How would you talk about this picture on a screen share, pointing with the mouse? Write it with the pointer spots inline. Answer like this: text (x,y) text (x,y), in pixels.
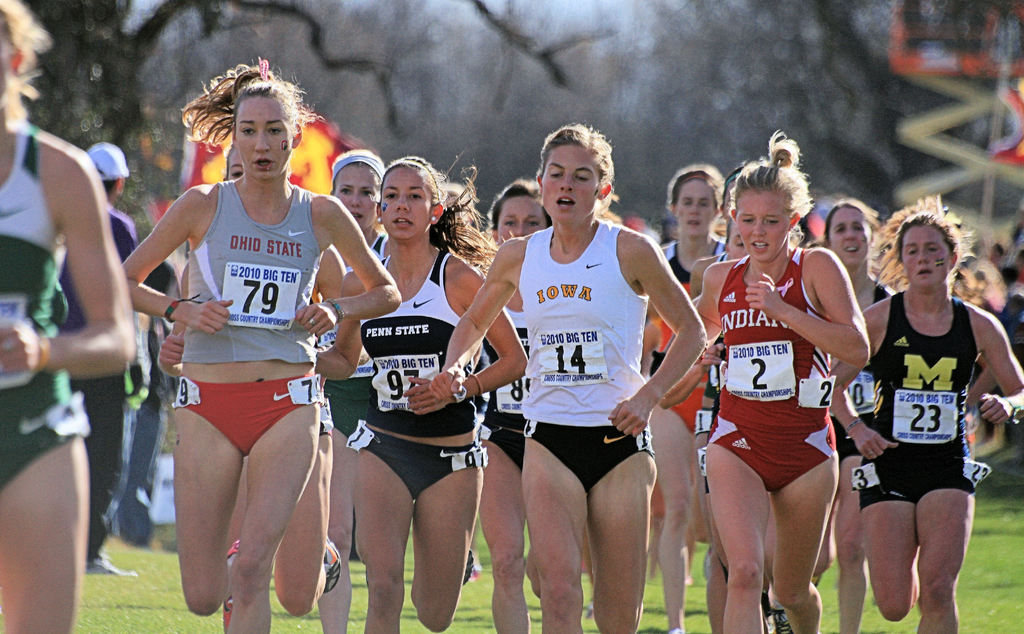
In this image there are group of girls (491,348) running on the ground (406,623). All the girls (484,315) are wearing the badge (253,319) to their dress (220,256). In the background (630,73) there are trees (415,120).
